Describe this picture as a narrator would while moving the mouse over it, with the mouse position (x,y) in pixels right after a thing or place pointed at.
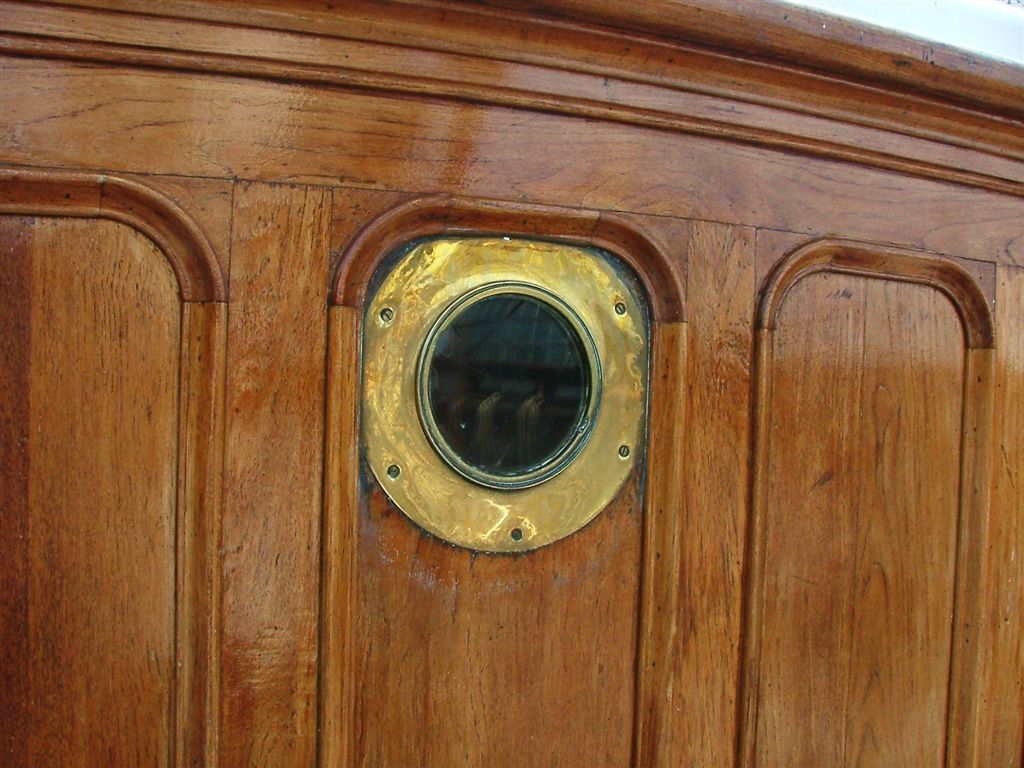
In the picture I can see the brass round glass window (447,436) on the wooden door (670,298).
